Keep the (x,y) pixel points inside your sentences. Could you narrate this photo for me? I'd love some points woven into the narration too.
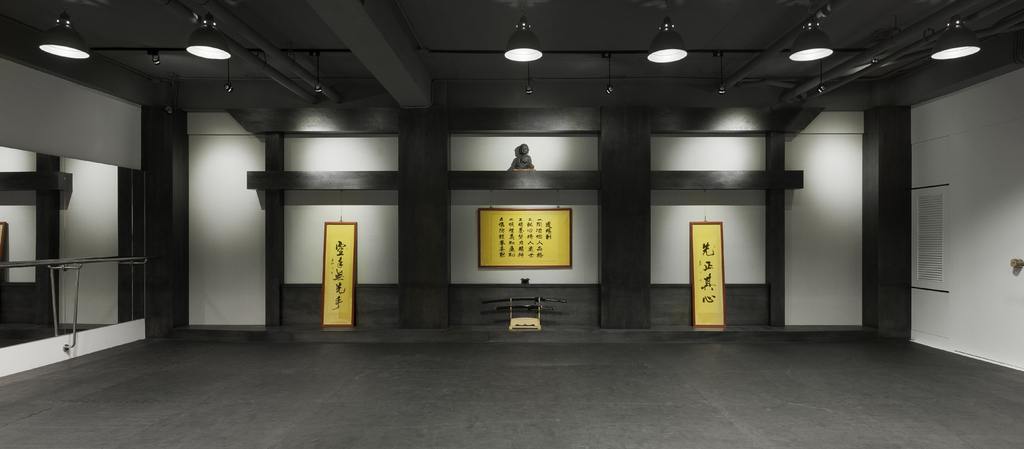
This picture is clicked inside the room (366,296) or a hall (357,244). Here, we see three yellow boards (526,247) with text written is placed on the white wall (359,265). Above that, we see a statue (526,163). On the right side (938,228), we see a vent grille (922,238), is placed on the white wall (927,320). On the left side (117,189), we see a mirror (87,215). At the top of the picture (358,53), we see the ceiling (593,30) of the room (486,64).
